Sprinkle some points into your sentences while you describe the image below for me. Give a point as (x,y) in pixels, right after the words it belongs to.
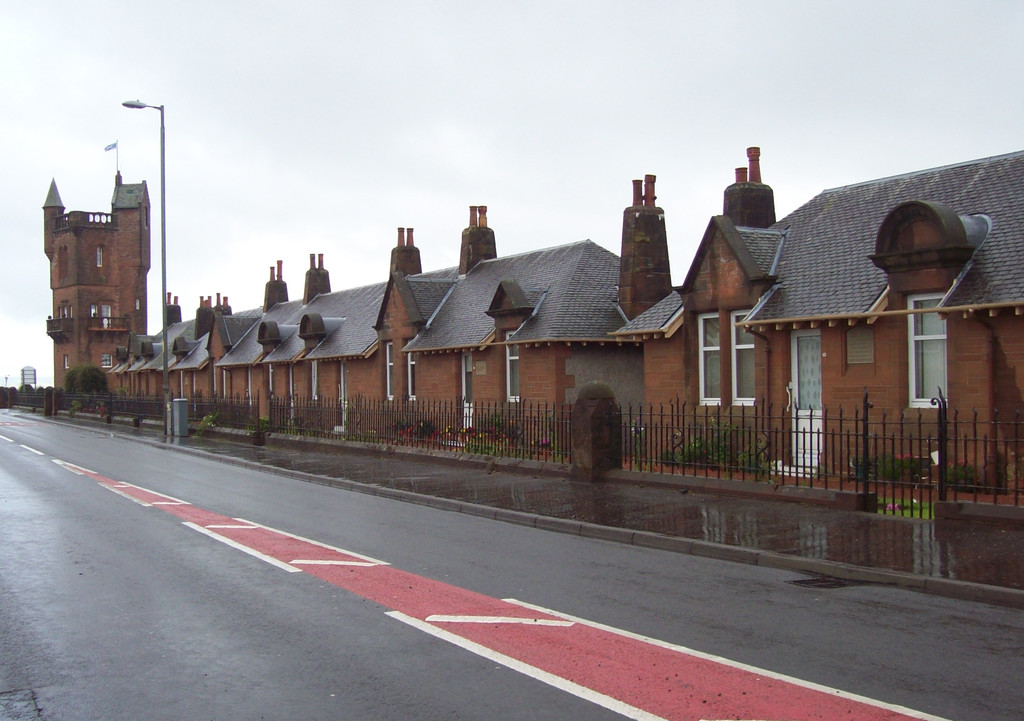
There is a road (525,703) on which, there are red and white color marks (549,647) in the middle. In the background (943,493), there is a fencing (313,436), there are plants (966,477), buildings (274,316) which are having glass windows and roofs (175,368) and there is sky (290,11).
